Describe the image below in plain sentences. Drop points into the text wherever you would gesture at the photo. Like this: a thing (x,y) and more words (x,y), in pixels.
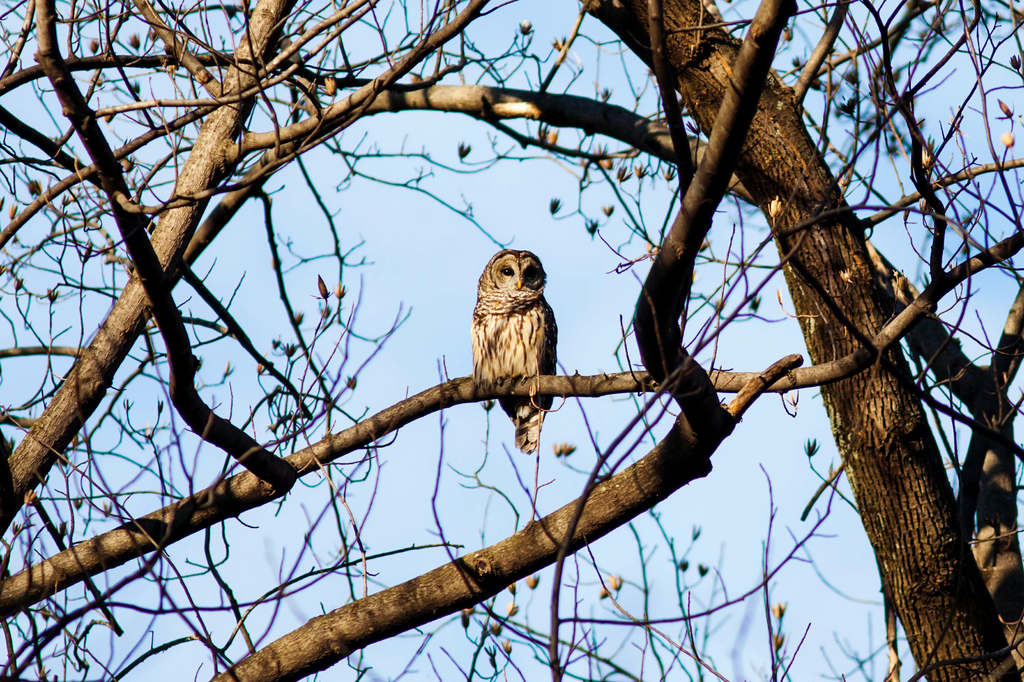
In this image we can see one owl (518,346) on a big tree (444,600) with flowers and at the top (55,106) there is the sky (42,156).
